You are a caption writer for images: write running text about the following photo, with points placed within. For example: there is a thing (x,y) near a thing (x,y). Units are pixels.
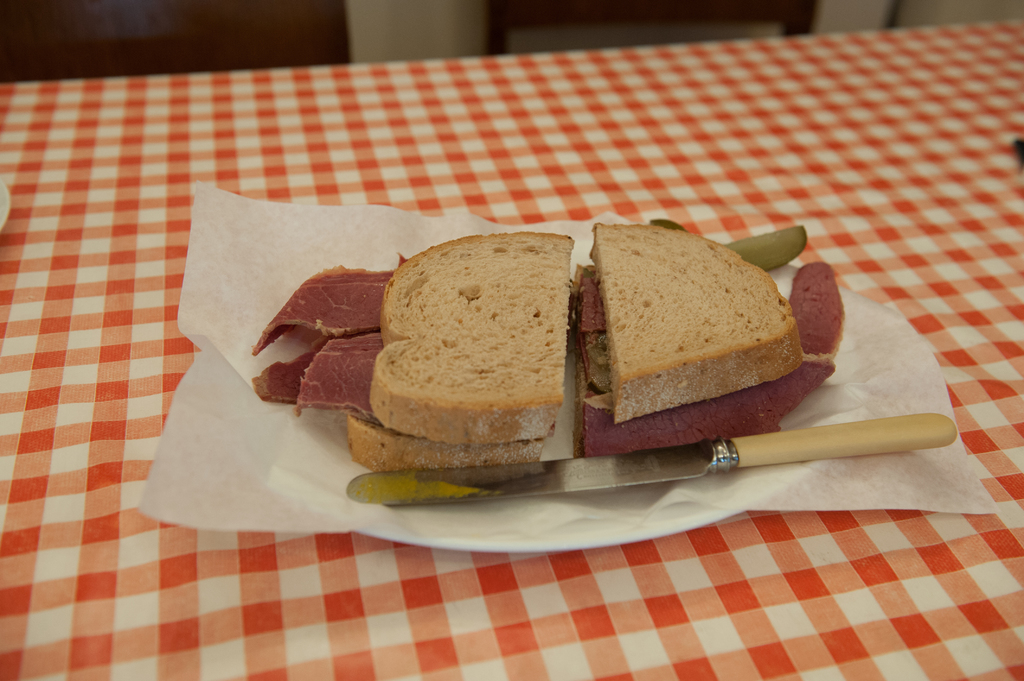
This picture shows a sandwich (450,449) and a knife (612,465) in the plate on the table (53,115) and we see a cloth (21,458) on the table (951,529).
